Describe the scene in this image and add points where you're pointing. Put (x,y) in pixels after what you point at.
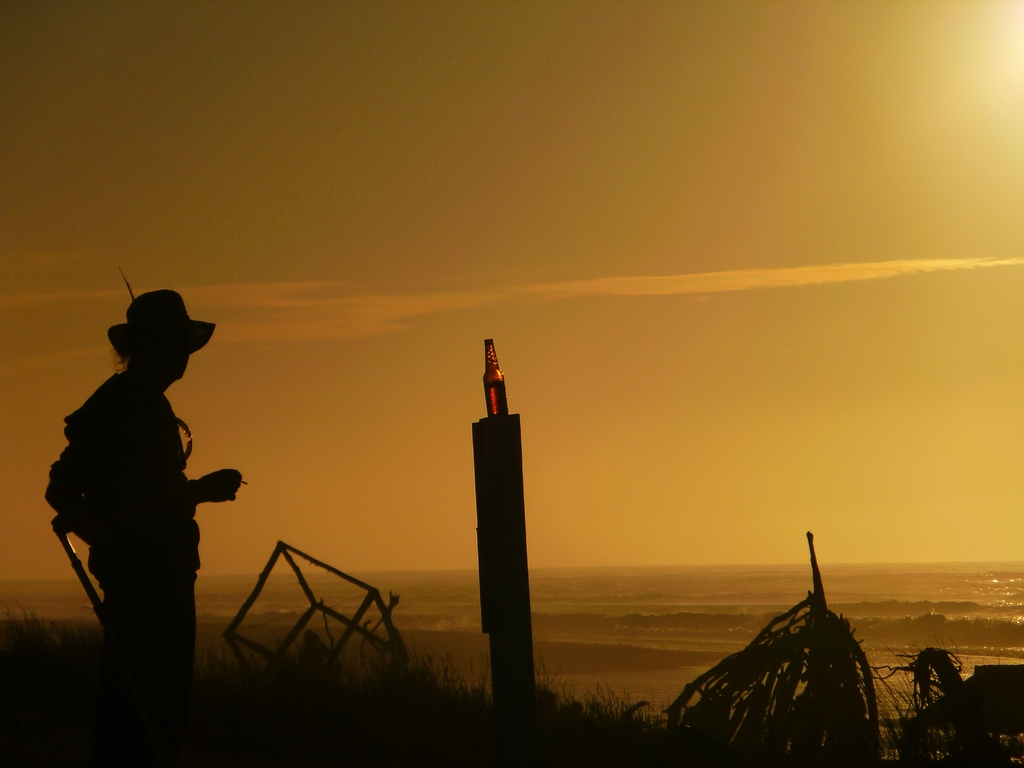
In this picture we can see a person (127,467) is standing on the left side (110,484), there is a bottle (499,391) in the middle (488,385), at the bottom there is grass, in the background (889,591) we can see water (903,577), there is the sky (775,537) at the top of the picture (575,145).
